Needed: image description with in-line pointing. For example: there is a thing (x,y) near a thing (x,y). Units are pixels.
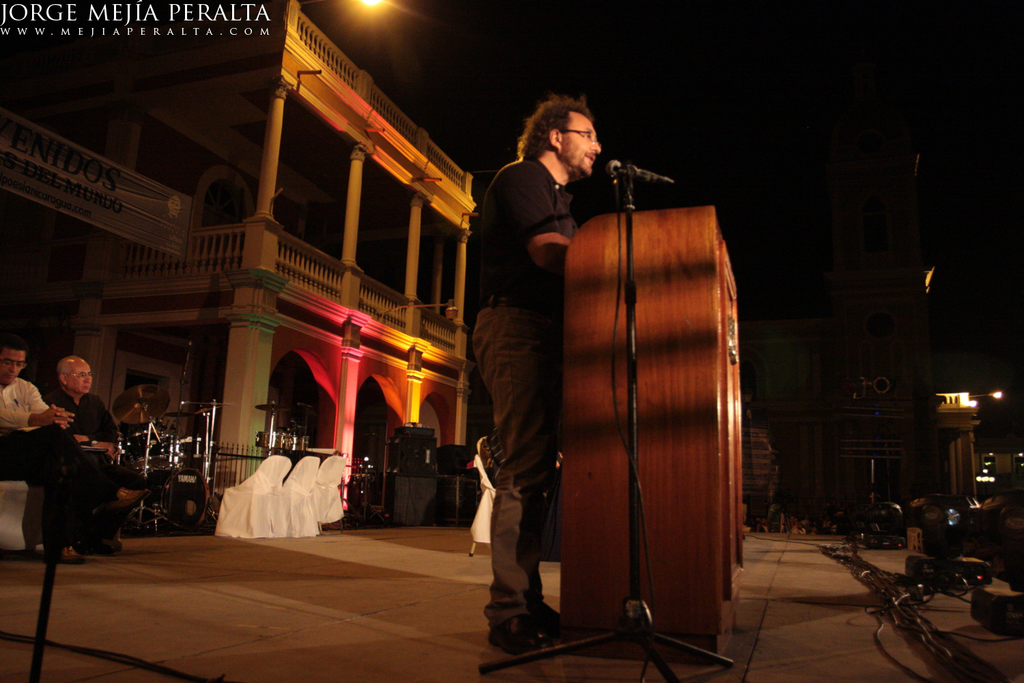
In this image we can see a man (546,377) is standing, here is the podium (597,371), here is the microphone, here is the stand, here are the wires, here is the light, here are the two persons (4,430) sitting, beside here are the musical drums (164,497), here is the building (148,310), here is the pillar (406,427).
